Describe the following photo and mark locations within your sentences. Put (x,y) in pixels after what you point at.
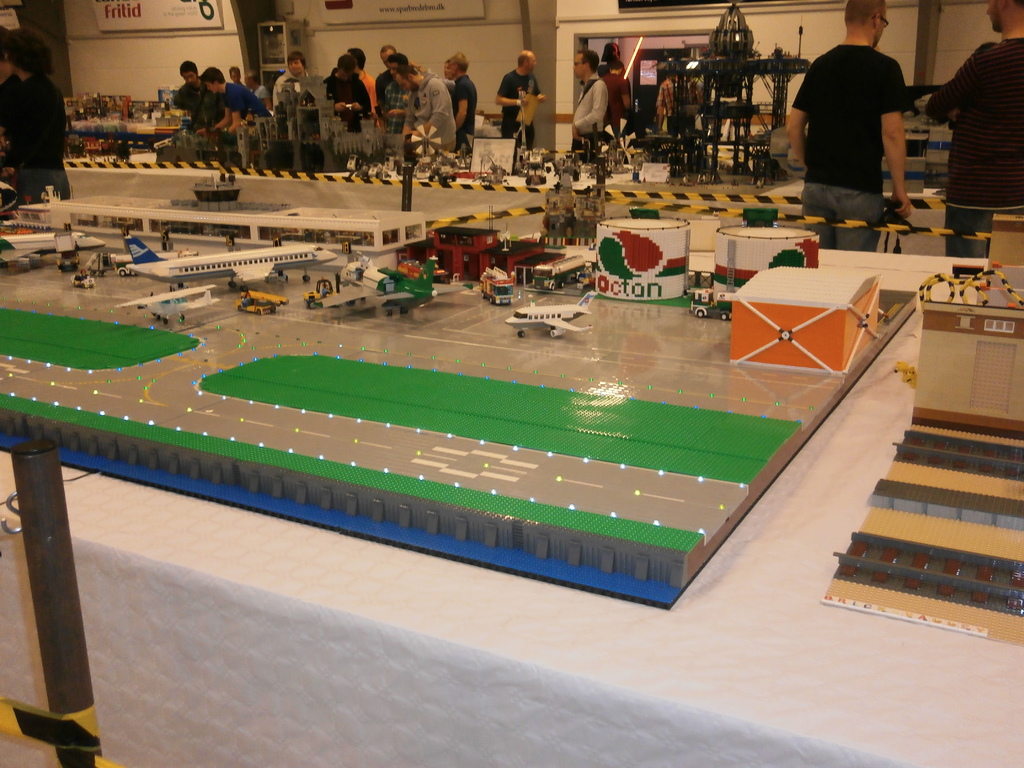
In the image we can see there are people (590,106) standing and wearing clothes (368,96). Here we can see toys (204,268) of flying jets (363,278) and boxes (793,328). Here we can see yellow tape (513,213), pole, poster (205,13) and the wall (435,31).
